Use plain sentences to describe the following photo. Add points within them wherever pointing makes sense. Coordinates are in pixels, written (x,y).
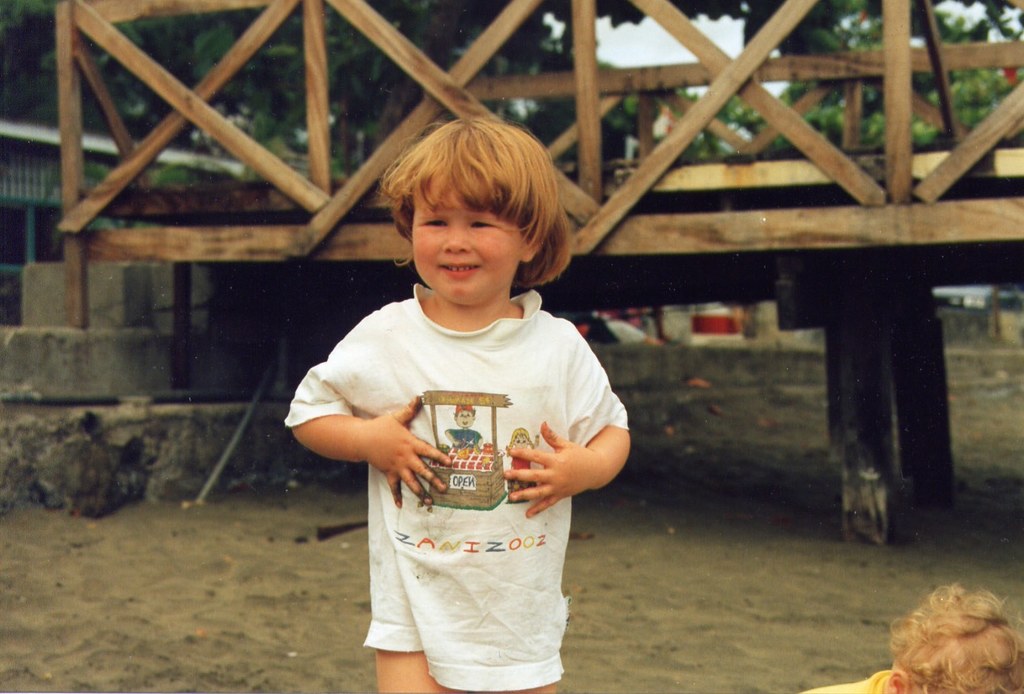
In this picture we can see two children (507,642) on the ground (587,547), wooden bridge (980,230), trees (126,125) and in the background (668,39) we can see the sky (623,56).
